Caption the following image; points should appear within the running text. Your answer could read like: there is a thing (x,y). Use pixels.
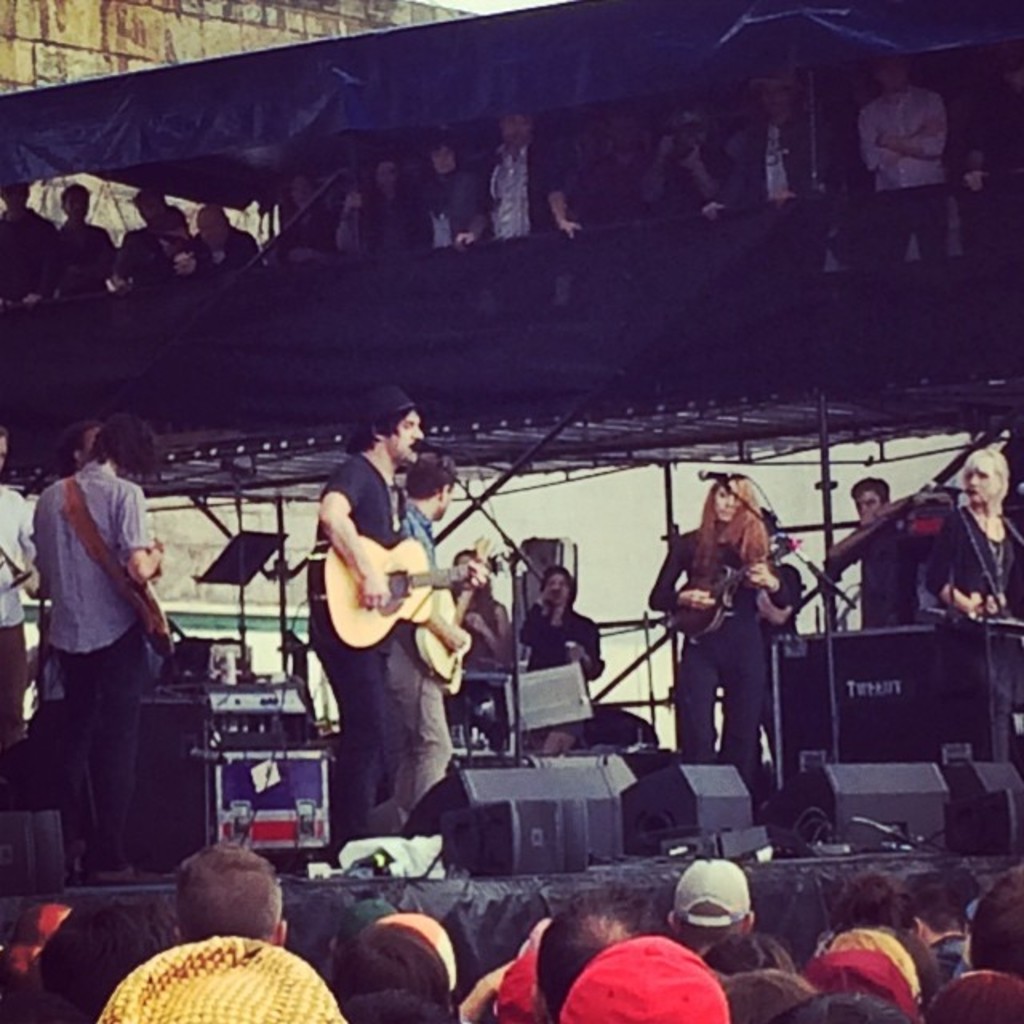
In this image there are group of people (123,623). There are three people (386,736) standing on the stage (455,893) and playing guitar (441,573). There are speakers (615,770), microphones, wires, boxes (242,807) on the stage (876,862).
